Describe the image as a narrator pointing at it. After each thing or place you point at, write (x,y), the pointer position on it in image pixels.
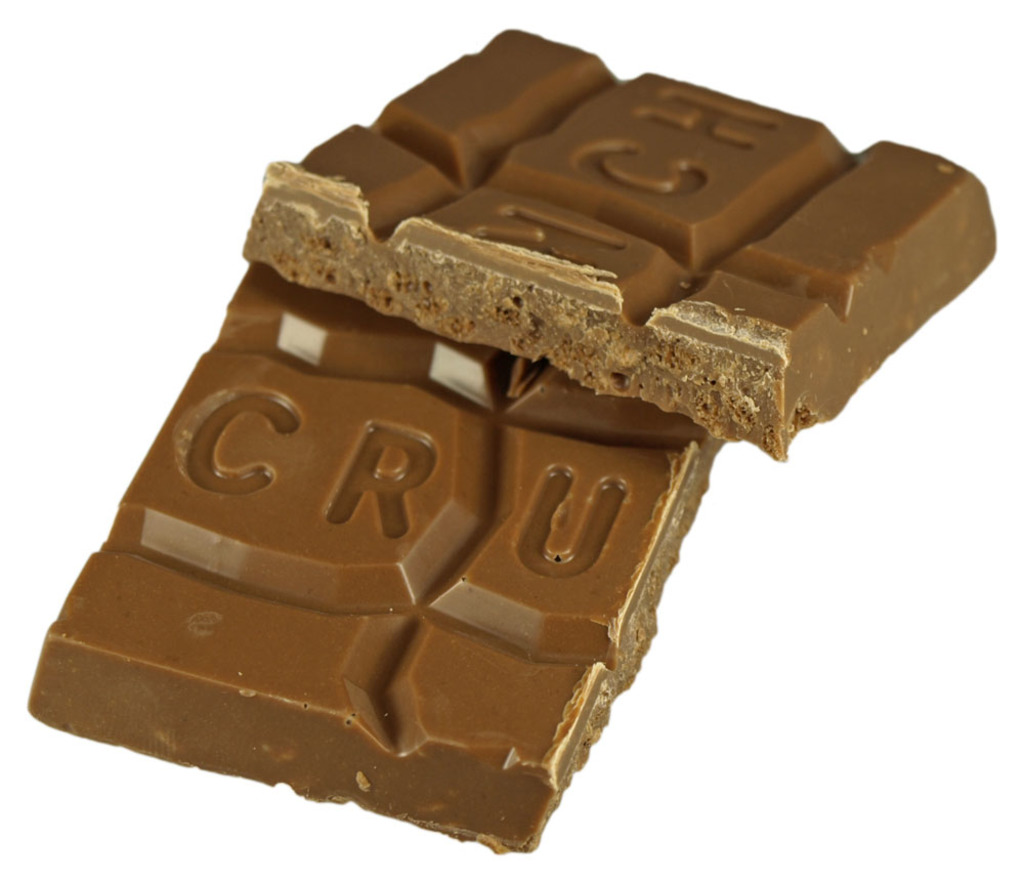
In this picture I can see there is a chocolate (651,444) placed on a white color surface (787,648).
